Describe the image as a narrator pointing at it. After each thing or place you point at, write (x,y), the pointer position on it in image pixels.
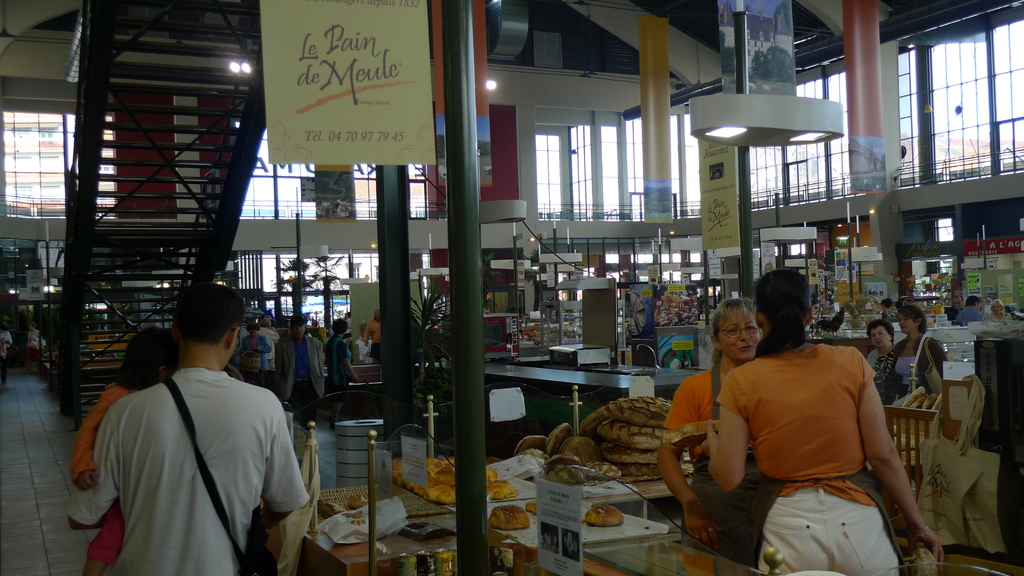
At the bottom of the picture (788,420), we see two women (761,397) are standing. Beside them, we see a table (630,522) on which eatables (433,469) are placed. Beside that, we see the poles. Beside that, we see a man (269,471) is standing. In front of him, we see the staircase (188,250). In the background (292,387), we see many people (259,345) are standing. On the right side (964,337), we see many things (927,301) are placed on the tables (635,373). There are flower pots (413,311), pillars (469,316) and glass door (287,289) in the background (312,320). At the top (273,140), we see a board (284,105) with some text (339,140) written on it. This picture might be clicked in the mall (697,129).
